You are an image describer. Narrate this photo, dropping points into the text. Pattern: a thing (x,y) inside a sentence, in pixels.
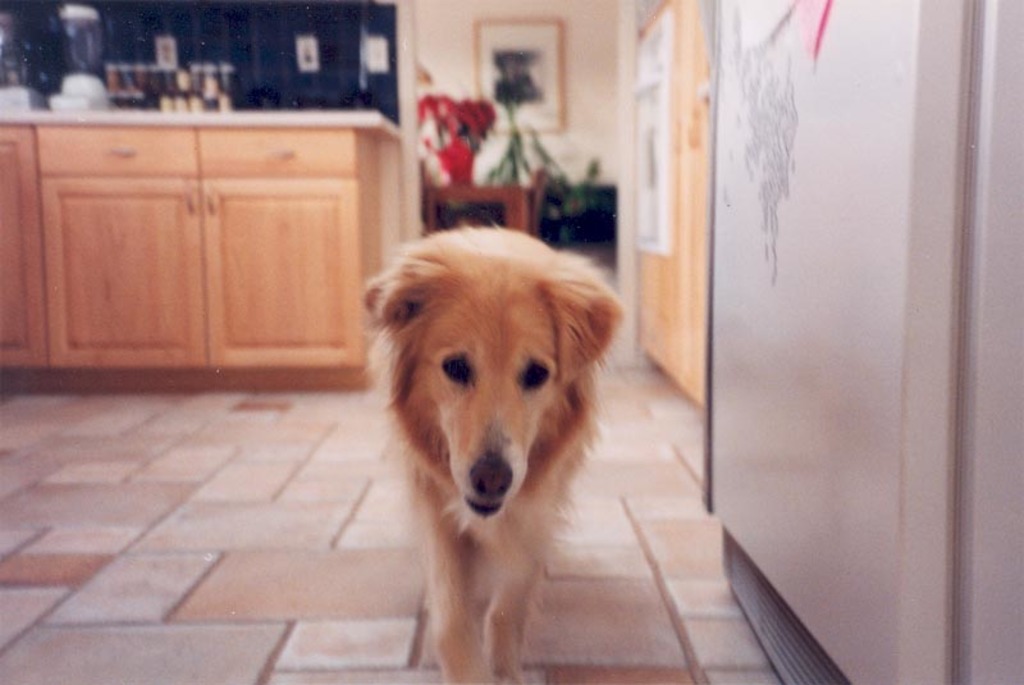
As we can see in the image there is a dog (459,520), refrigerator (709,376), cupboards (237,217), mixer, wall (582,104) and a photo frame (516,87).
